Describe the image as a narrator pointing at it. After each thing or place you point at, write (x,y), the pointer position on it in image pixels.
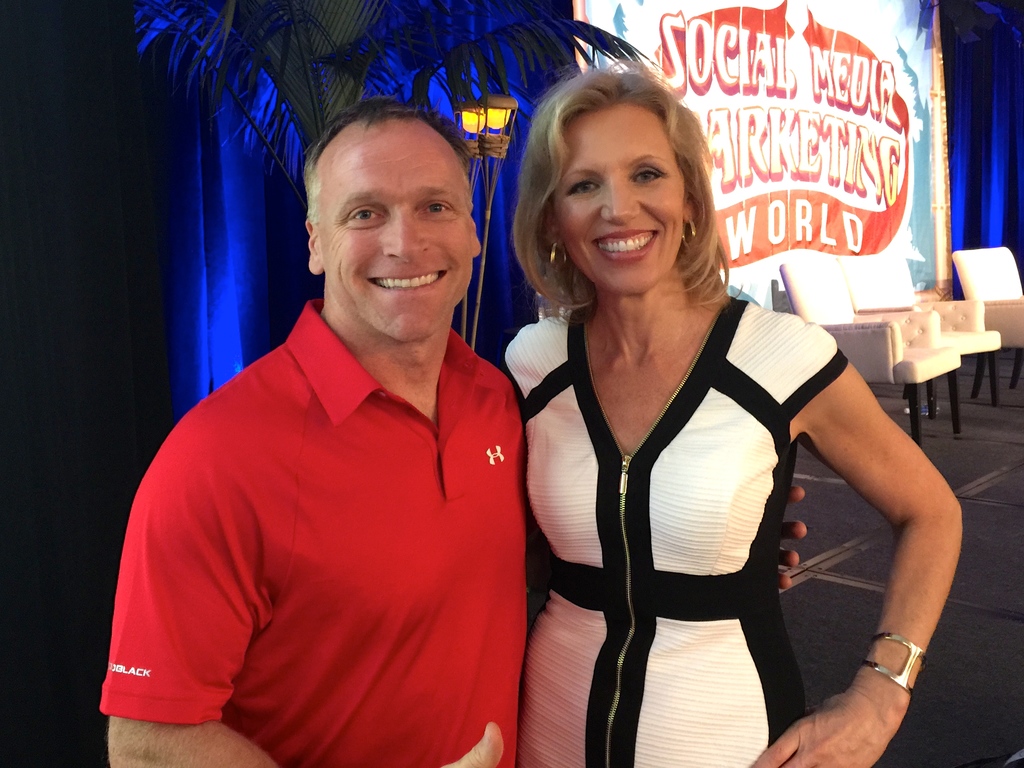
On the background (773,52) we can see a banner (852,174), chairs (934,301), light (493,119) and a plant (373,58). Here we can see a women (528,352) and a man (467,407) giving pose to a camera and they are carrying a pretty smile (606,248) on their faces (350,283).
